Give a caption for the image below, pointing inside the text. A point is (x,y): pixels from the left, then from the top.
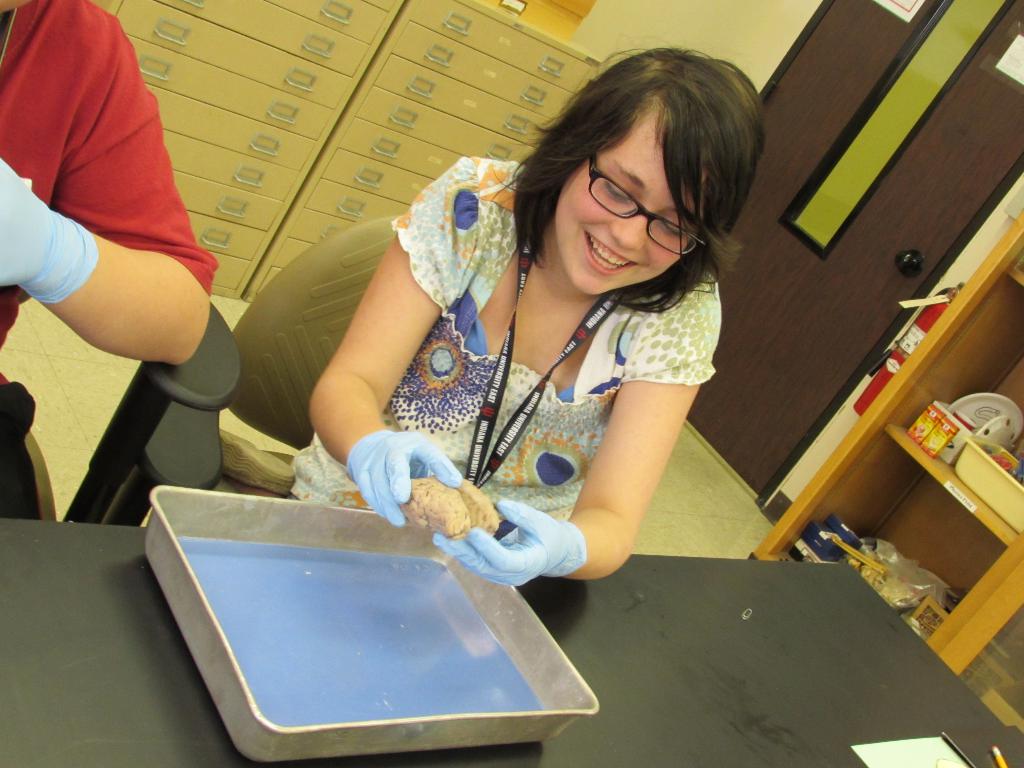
There is a woman (650,430) sitting on the chair (346,283). She has spectacles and she is smiling. This is table (738,663). On the table (730,716) there is a tray (383,523). Here we can see a person (24,56). On the background (228,190) there are lockers (401,88). This is floor (722,511) and there is a door (916,125). Here we can see a rack (917,499).
